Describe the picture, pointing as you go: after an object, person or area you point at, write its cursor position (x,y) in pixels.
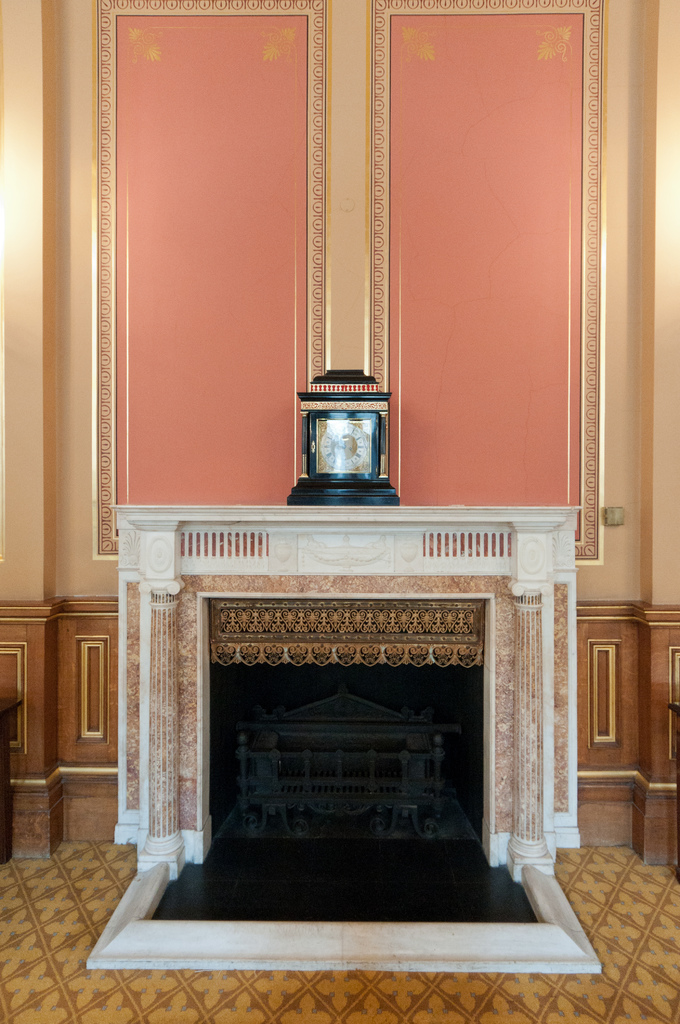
In this picture we can see fireplace (363,767). At the top of the fireplace (507,593) we can see a clock (358,441) near to the wall (417,461). In the fireplace (430,906) we can see a fire grate (396,723).
